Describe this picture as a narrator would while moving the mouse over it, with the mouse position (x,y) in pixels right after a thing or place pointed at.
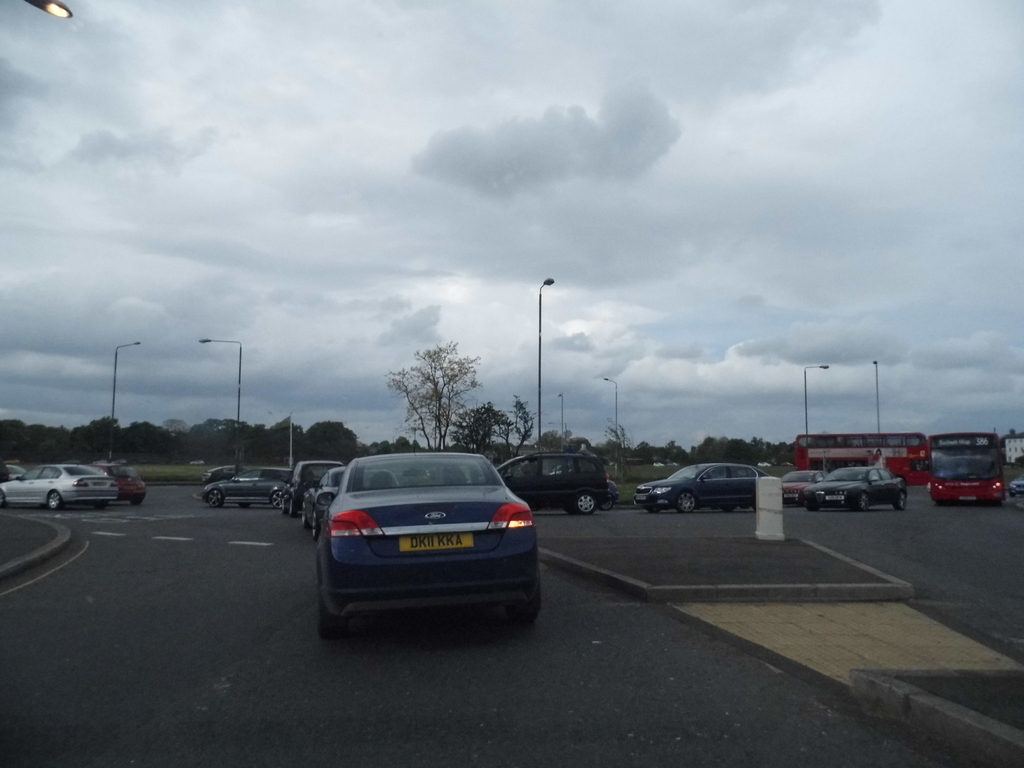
In this image we can see a few vehicles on the road (547,760), there are some poles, lights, trees (605,447) and a building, in the background (551,349) we can see the sky (445,162).
